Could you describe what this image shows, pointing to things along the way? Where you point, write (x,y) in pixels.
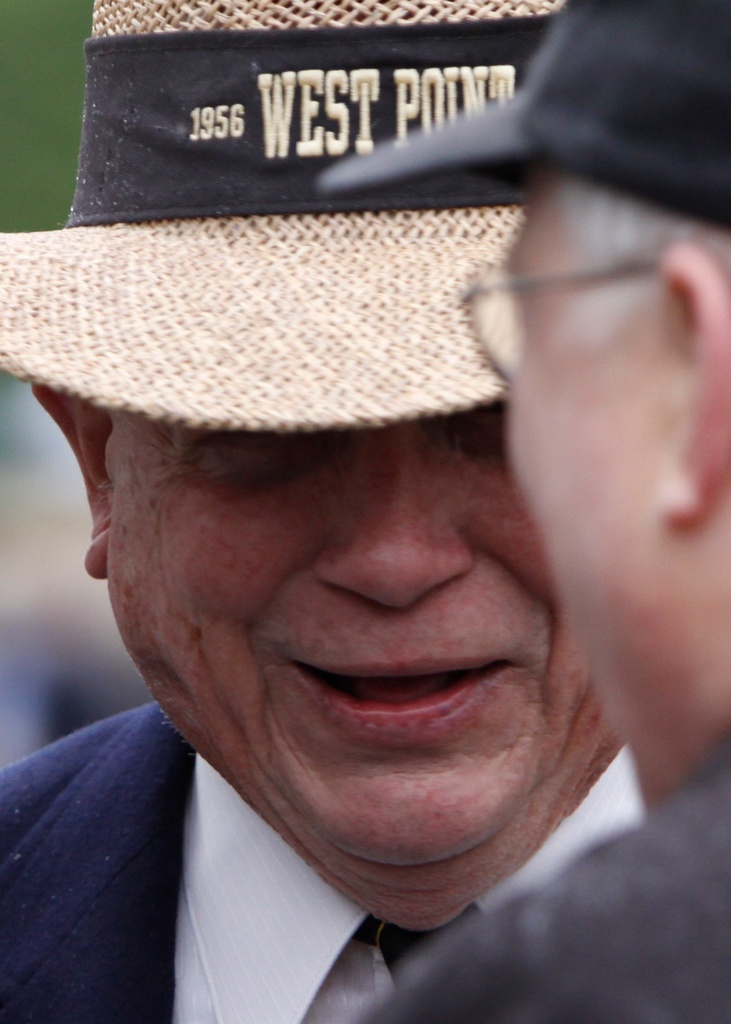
In this image we can see two people (413,503) with hats (373,174) and a blurry background (21,115).
